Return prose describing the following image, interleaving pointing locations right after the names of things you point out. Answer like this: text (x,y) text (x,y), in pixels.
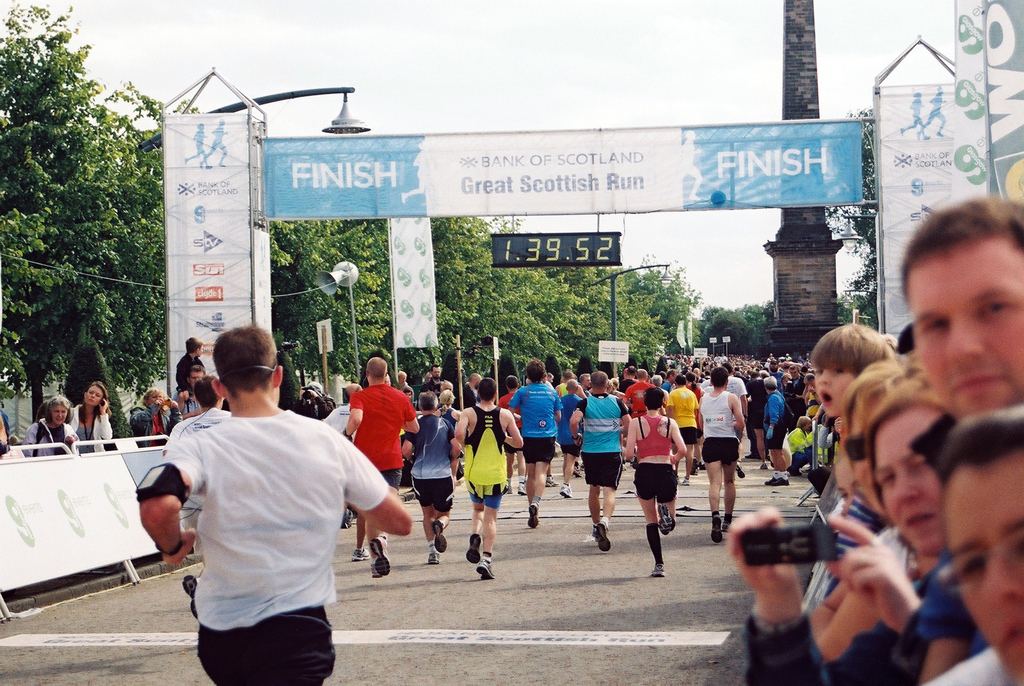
In this image there are group of people (534,433) running, there are barriers (2,500), there are group of people (921,671) standing, boards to the poles (614,318), there are lights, poles (879,290), arch (504,189), trees (352,258), a megaphone (353,272), a digital clock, and in the background (739,107) there is sky (739,107).
